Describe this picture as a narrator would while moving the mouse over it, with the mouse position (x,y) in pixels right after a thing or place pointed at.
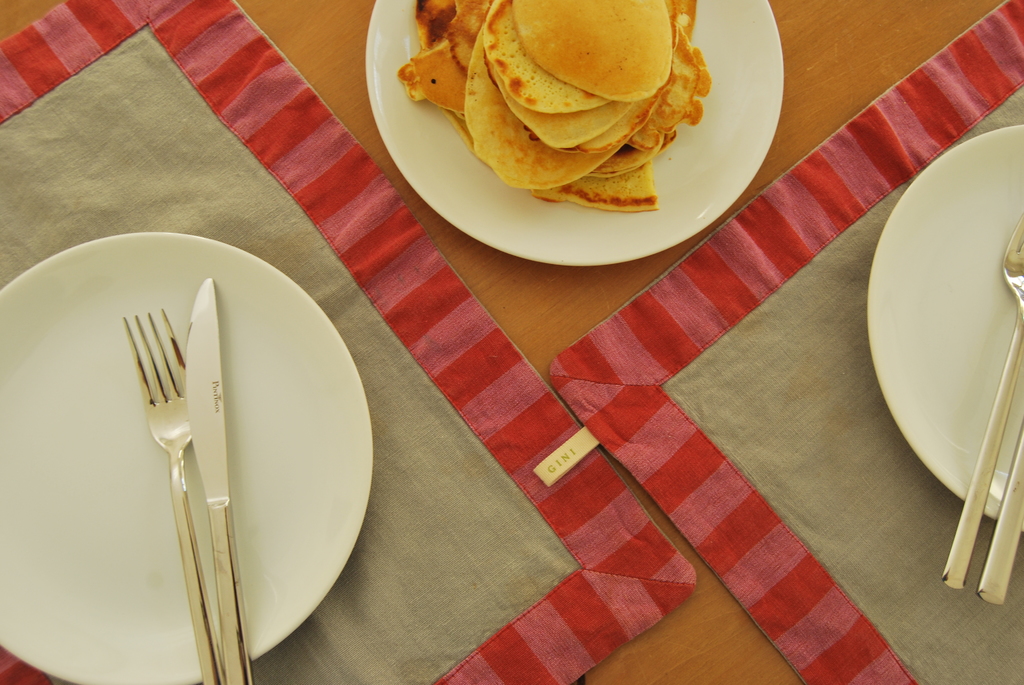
In the image there are clothes (32,210) which is pink and grey colors. On the clothes (883,131) there are plates (285,572) with forks (1013,293) and knives (1012,507). At the top of the image (749,92) on the wooden surface (788,46) there is a plate (776,49) with food items (492,114).
